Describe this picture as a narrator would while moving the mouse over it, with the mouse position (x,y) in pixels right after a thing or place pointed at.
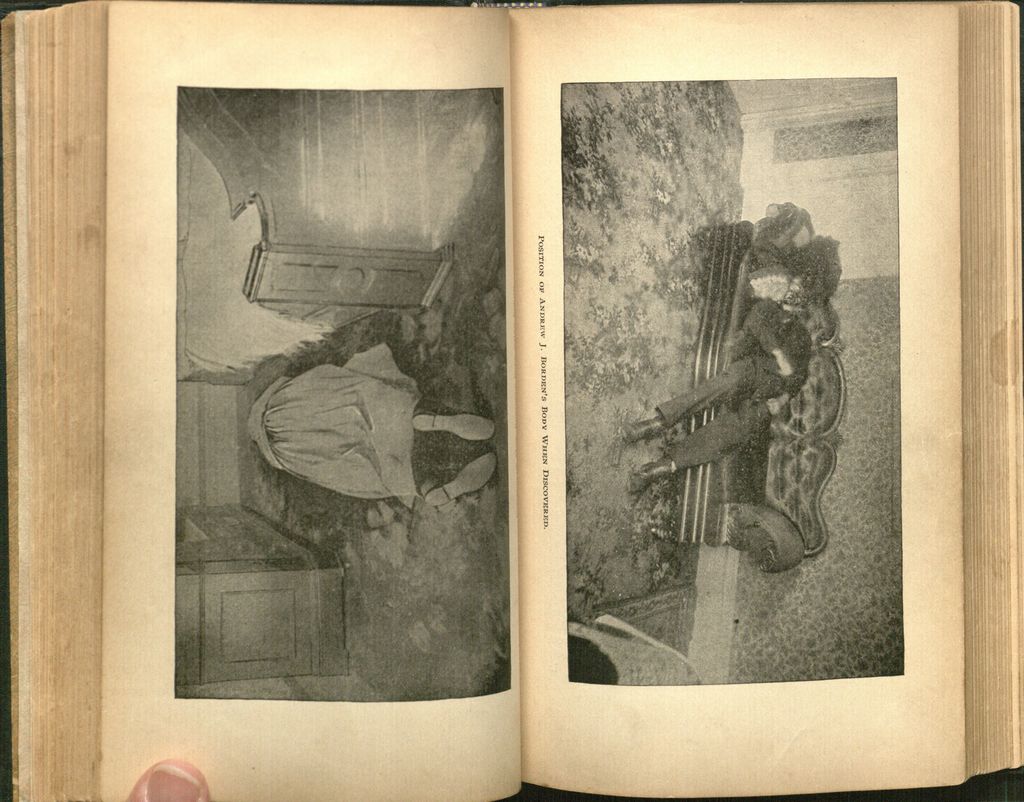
In this picture we can see a book (192,581) with a person (803,313), sofa (787,440), floor (585,168), wall (896,438) and some objects (396,281) on it.
